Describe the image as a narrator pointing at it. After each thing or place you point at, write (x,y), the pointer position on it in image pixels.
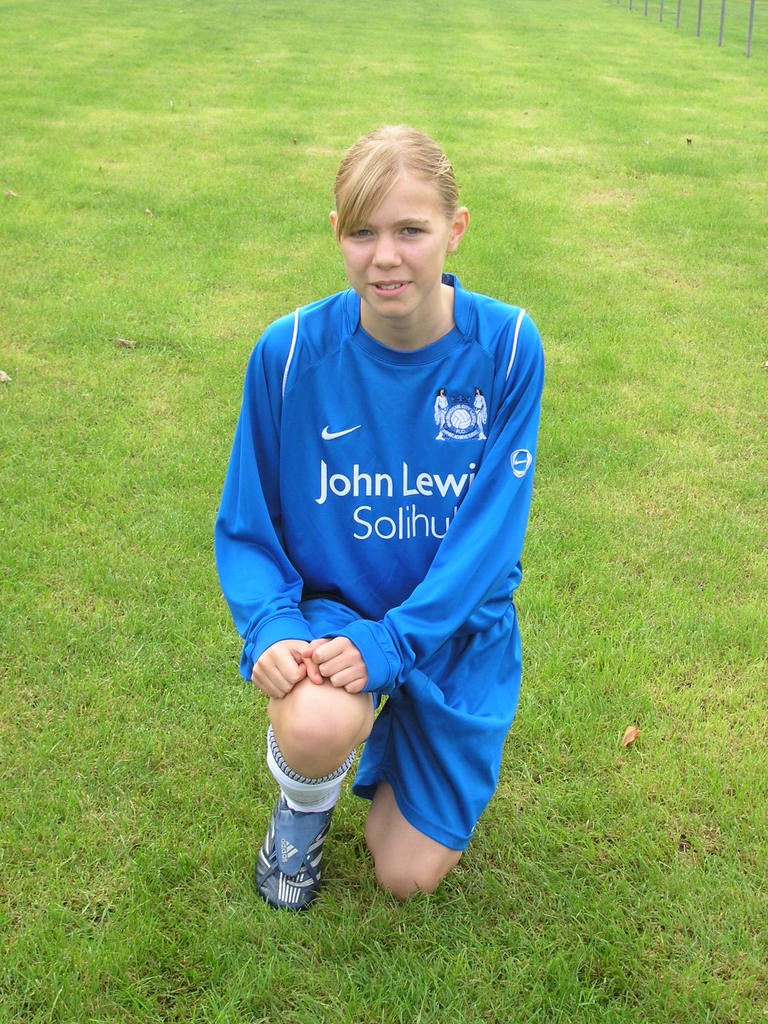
In this picture there is a woman (370,433) in kneeling position on the grass (690,79). In the background of the image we can see poles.
